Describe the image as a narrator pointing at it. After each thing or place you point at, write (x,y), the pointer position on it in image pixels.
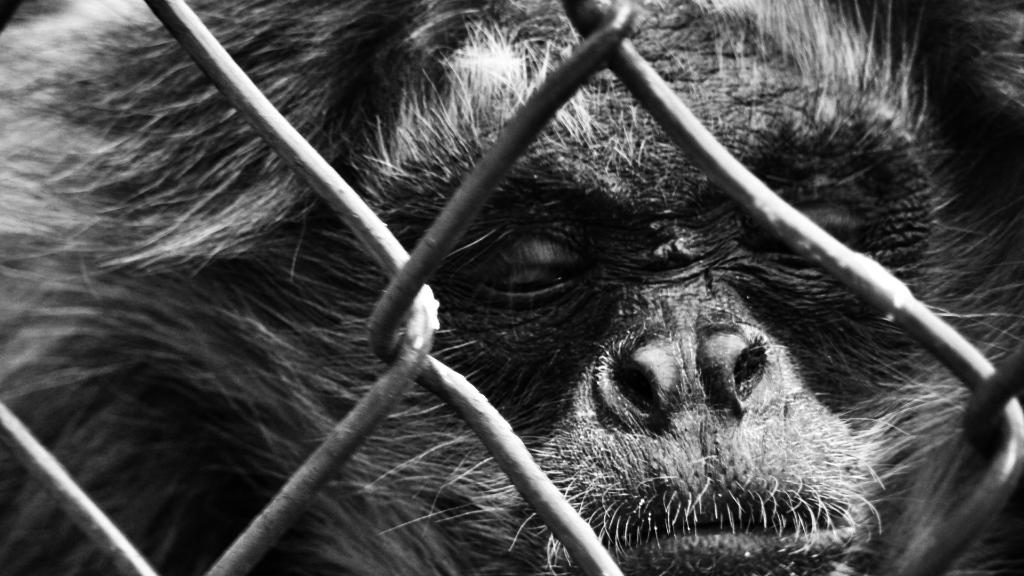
In this image, we can see a monkey (257,31) and we can see some rods (390,296).
